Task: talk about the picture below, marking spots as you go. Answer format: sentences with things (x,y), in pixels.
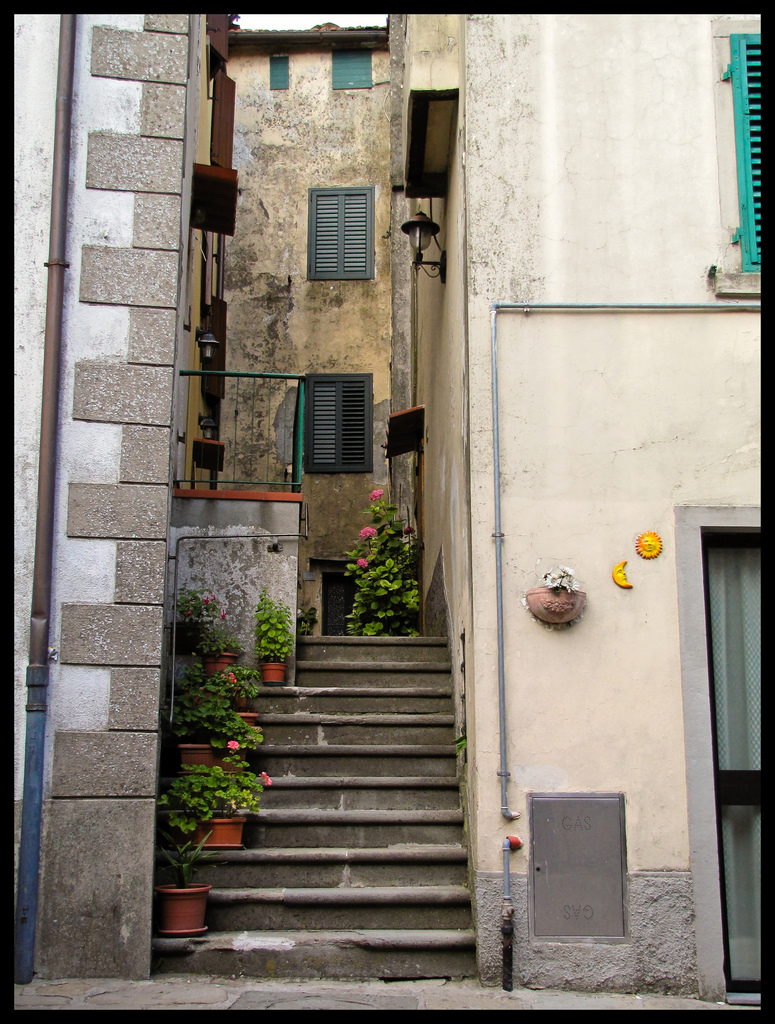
In the foreground of this image (392,898), there are stairs (330,953) and to a side there are potted plants (187,818). On either side, there is the wall (555,278). On the bottom (335,998), there is a pavement (246,997). In the background (325,232), there are windows (342,401) to the wall (265,255), lamp (436,234) and few pipes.
